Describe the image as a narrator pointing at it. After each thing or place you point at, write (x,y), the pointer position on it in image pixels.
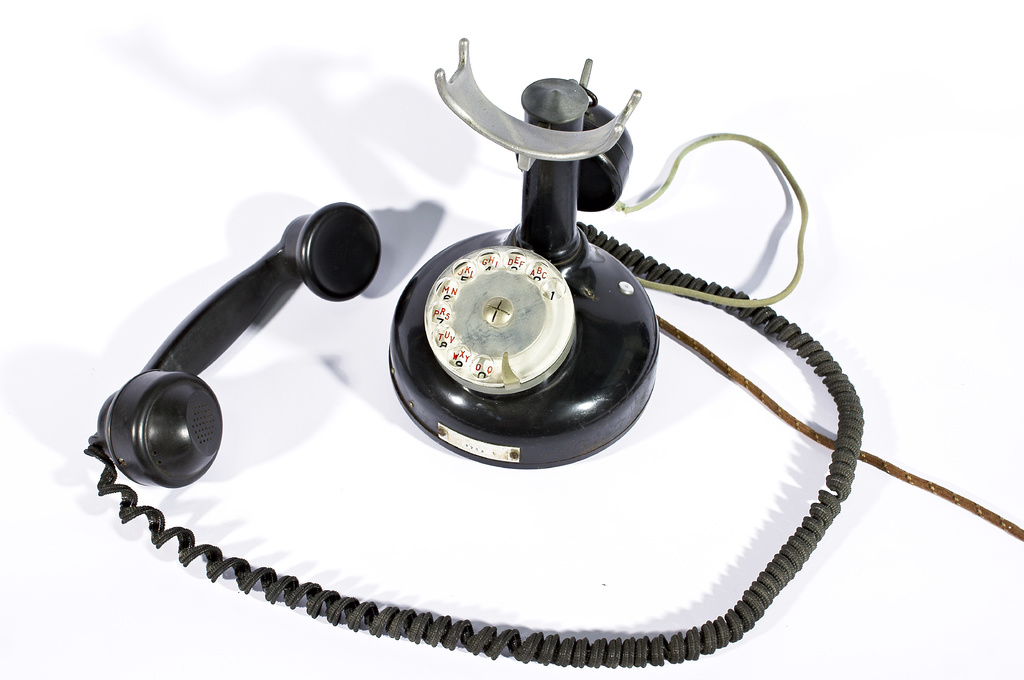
In this image I can see a black color telephone (480,360) and a thread (900,474) on a white surface (973,300).
